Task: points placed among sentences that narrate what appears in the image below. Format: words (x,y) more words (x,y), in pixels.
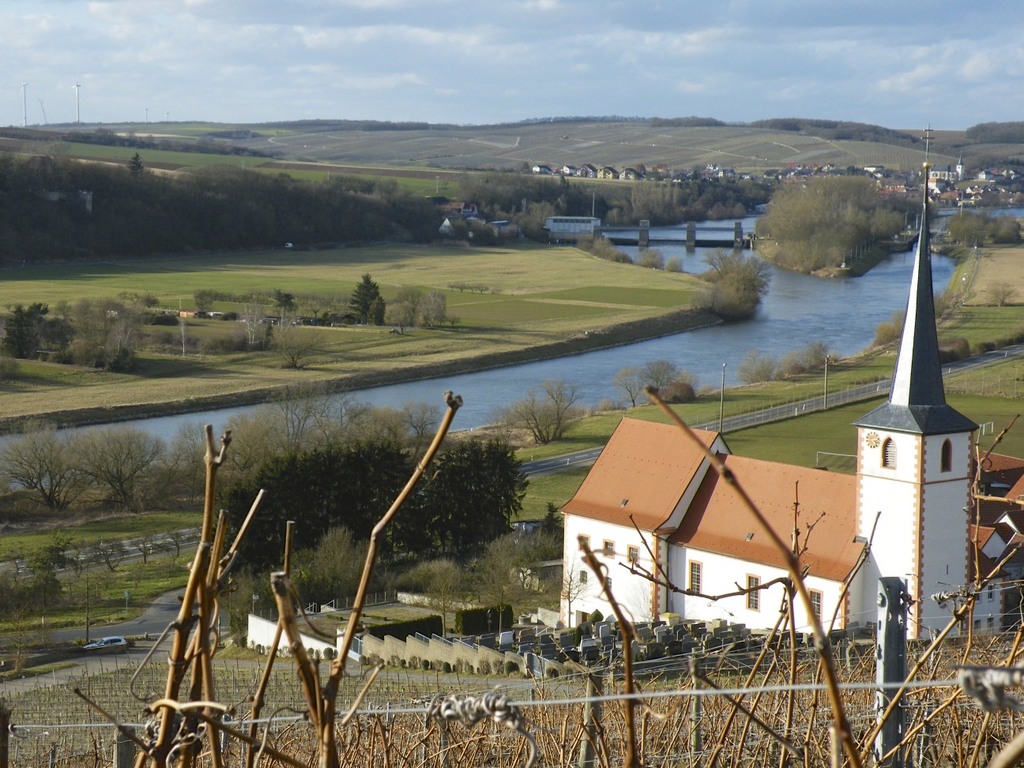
In this image we can see sky (333,27) with clouds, hills (407,198), buildings (472,221), bridge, ground (518,308), trees (97,316), river (820,297), street poles (826,371), road (791,412) and fence (418,700).
